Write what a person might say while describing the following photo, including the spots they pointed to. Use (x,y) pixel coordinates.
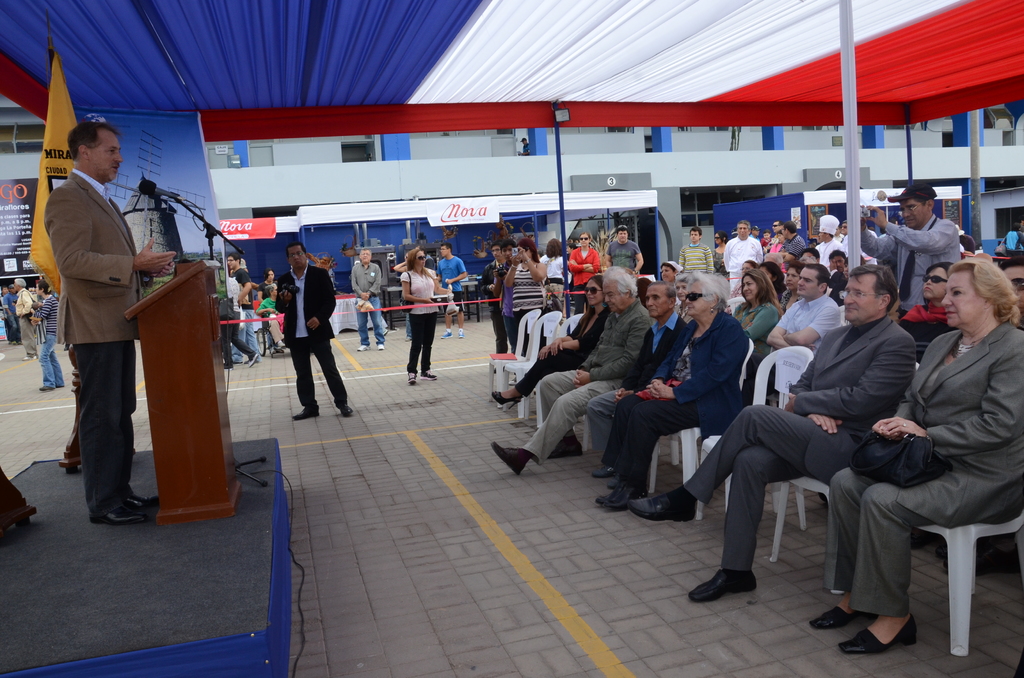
At the right side of the image (1003,317) there are people (577,329) sitting on chairs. At the left side of the image (73,189) there is a person (107,230) standing wearing a suit (67,212). In the center of the image (430,374) there are people (346,410). In the background of the image (690,195) there is a building (444,146). At the bottom of the image (448,476) there is a road (478,642).
